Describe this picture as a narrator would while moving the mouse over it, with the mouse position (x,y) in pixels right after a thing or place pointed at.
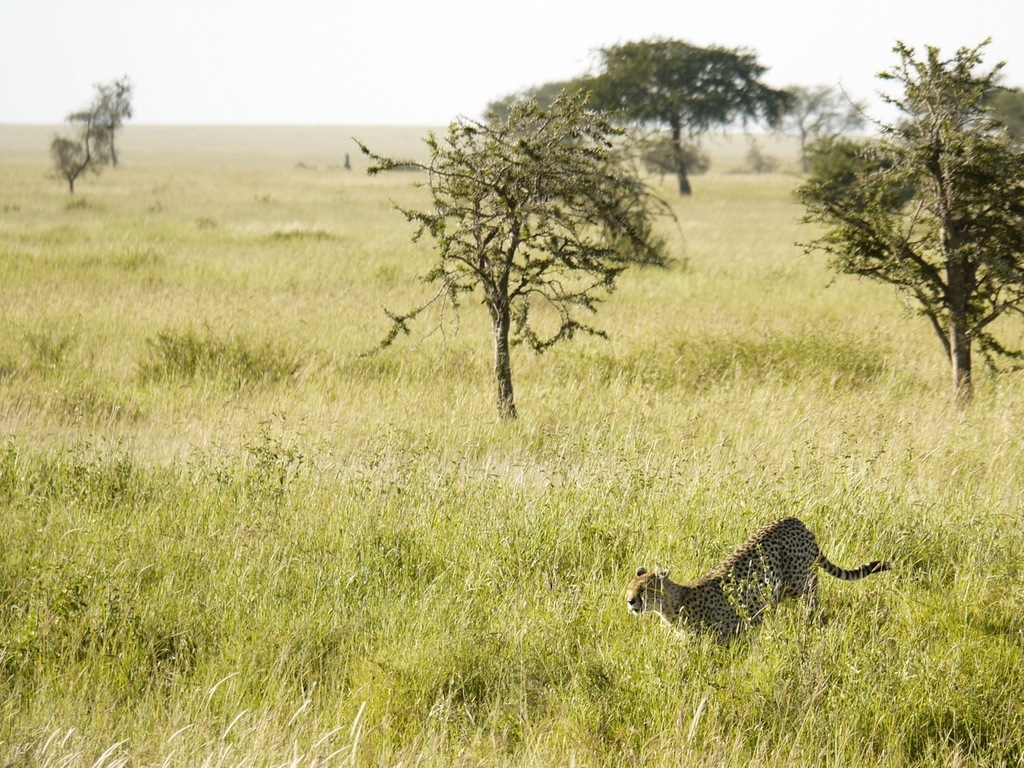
This is an outside view. Here I can see the grass (195,552) and some trees (586,181). On the right side (782,600), I can see a cheetah (791,538) is walking towards the left side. At the top (305,44) I can see the sky (284,44).
